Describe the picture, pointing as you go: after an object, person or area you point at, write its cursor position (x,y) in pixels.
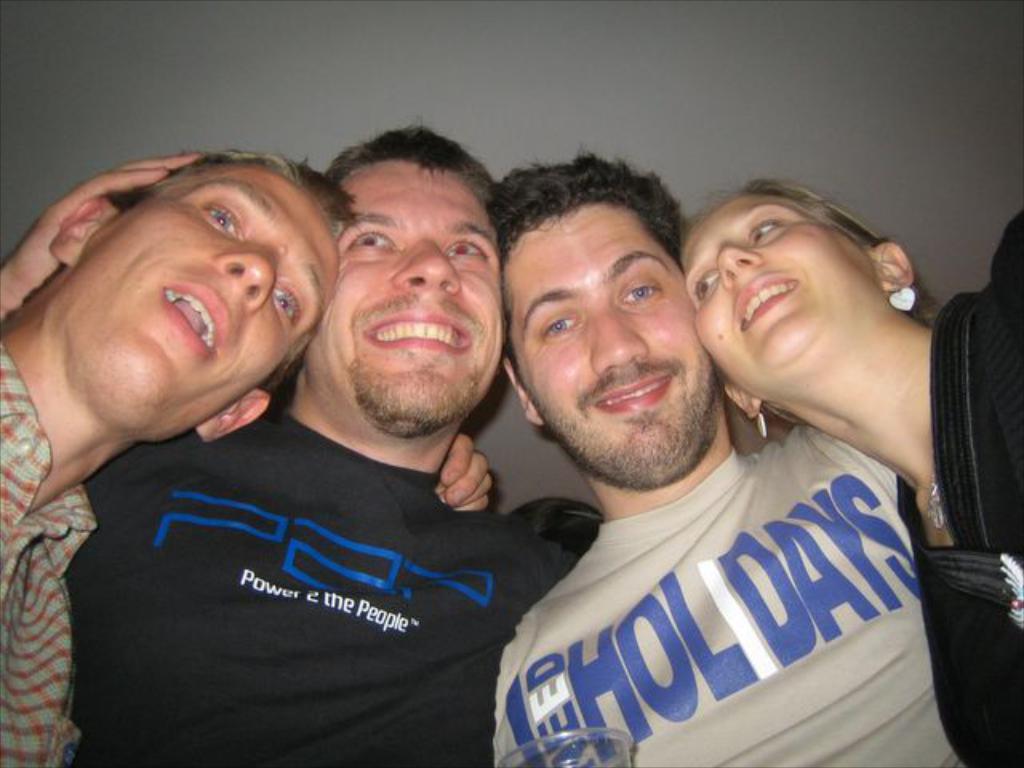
There are four persons (602,501) standing and smiling.
